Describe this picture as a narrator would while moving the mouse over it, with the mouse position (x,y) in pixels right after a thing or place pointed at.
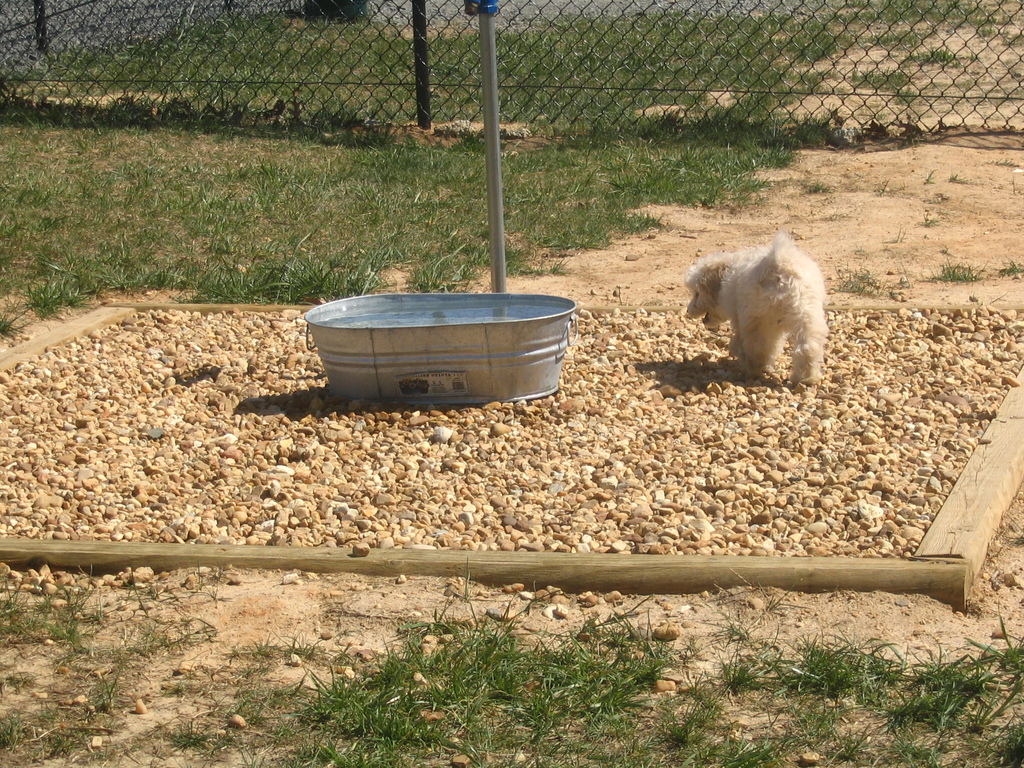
In this image we can see a dog (780,299). Image also consists of stones (261,461), grass (252,231), fence (429,73), pole (493,34) and also a container (439,345).
